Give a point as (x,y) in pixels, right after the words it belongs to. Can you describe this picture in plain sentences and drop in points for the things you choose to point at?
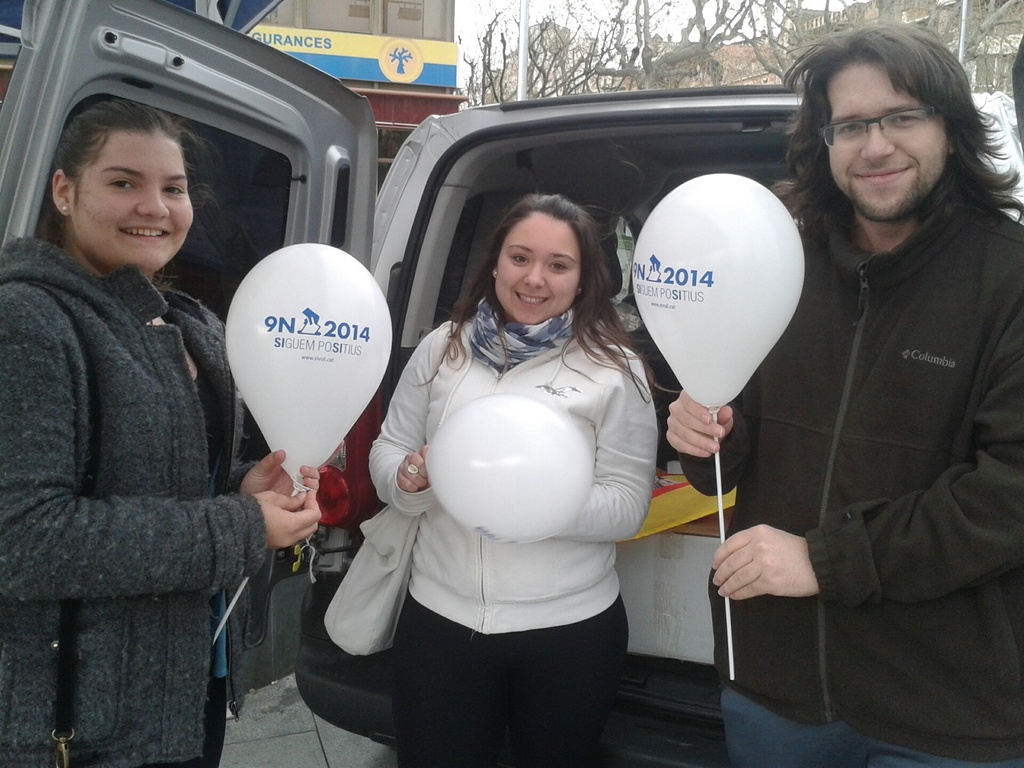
In this image we can see three persons (629,349) standing near the vehicle (412,268) and holding balloons (309,366), there are few objects (686,515) inside the vehicle (612,159), there are few trees (629,63), buildings (383,14) and the sky (515,39) in the background (499,47).
